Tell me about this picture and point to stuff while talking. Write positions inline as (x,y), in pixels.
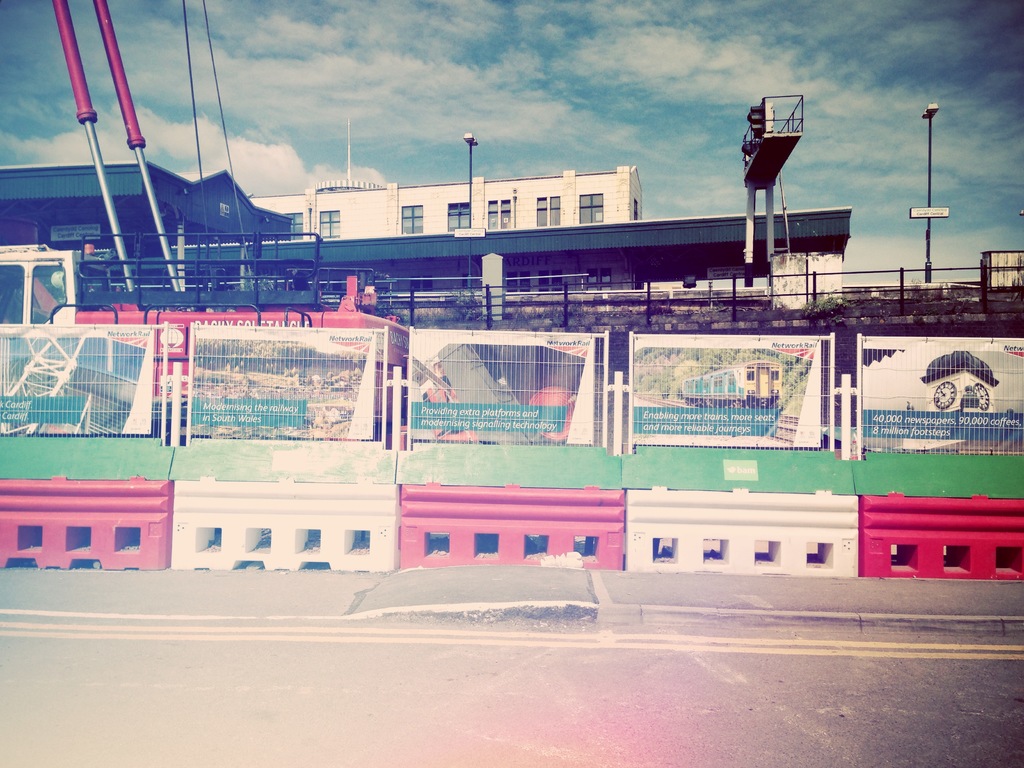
In the center of the image (575,454) there is a fencing (498,446) and road (427,642). In the background (783,147) there is a traffic signal (764,132), a vehicle (131,301), building (293,223), pole (471,142), sky (501,144) and clouds (332,52).
